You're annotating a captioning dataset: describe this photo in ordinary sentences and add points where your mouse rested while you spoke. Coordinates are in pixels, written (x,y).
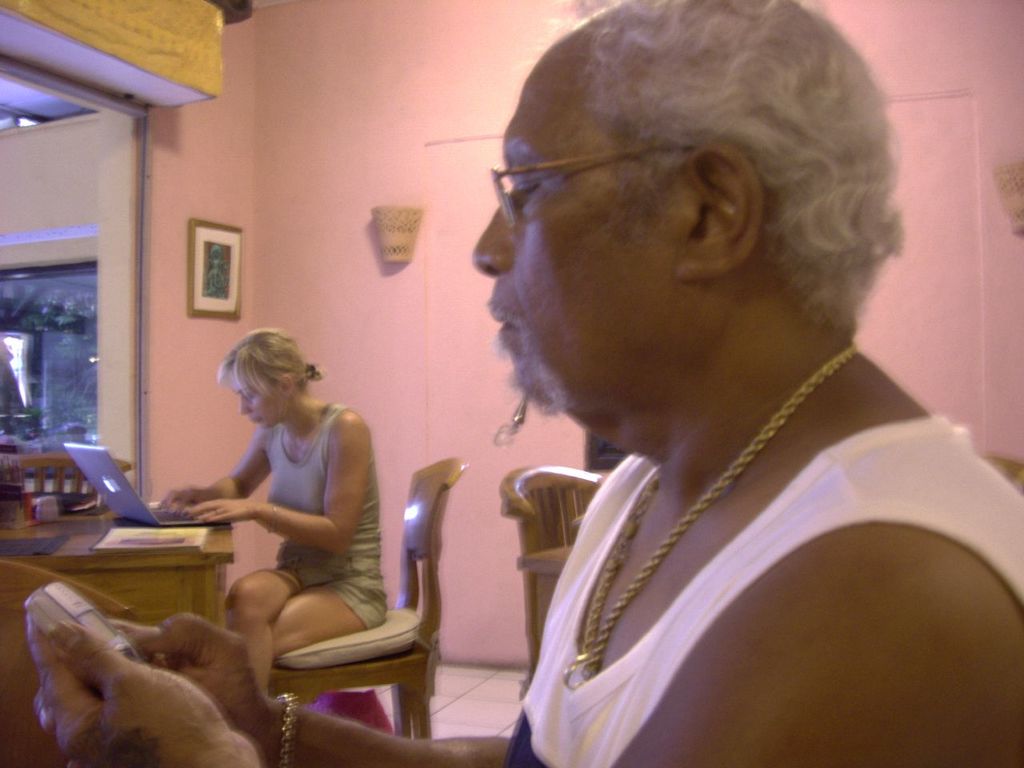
This picture shows a man (79,716) holding a mobile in his hand (79,716) and a woman (259,481) seated on the chair (457,466) and working on a laptop (110,504) on the table (189,591) and we see a photo frame (215,234) on the wall (273,297).
